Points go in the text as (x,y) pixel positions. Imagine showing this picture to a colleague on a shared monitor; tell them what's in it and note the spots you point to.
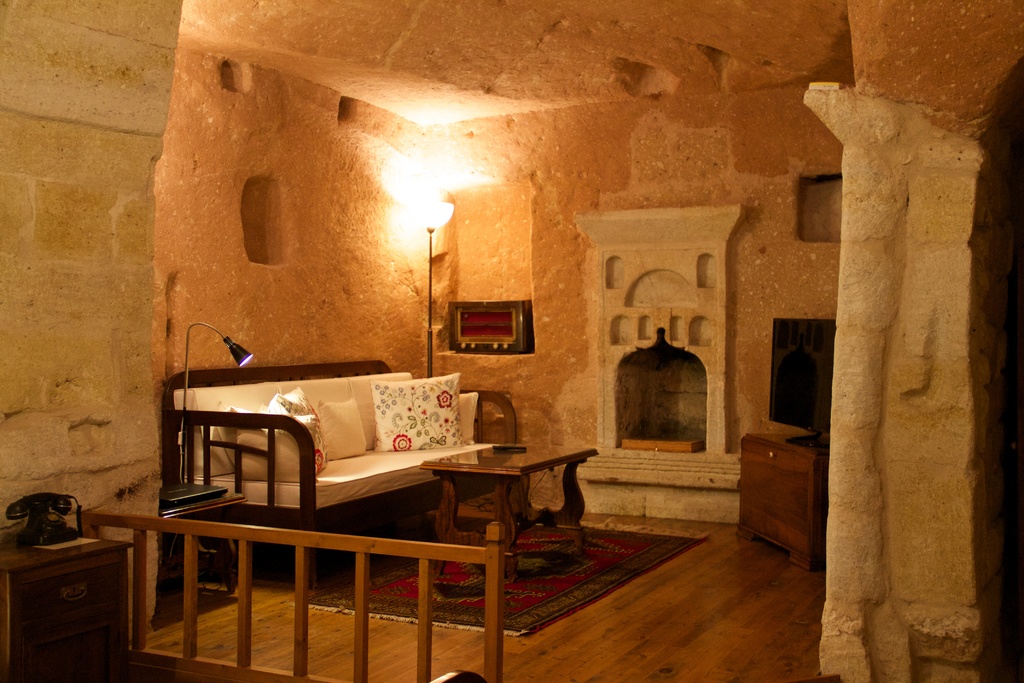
There are sofa (246,453), table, lamp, chimney (649,473) and a TV (791,410) in a living room (771,448).
